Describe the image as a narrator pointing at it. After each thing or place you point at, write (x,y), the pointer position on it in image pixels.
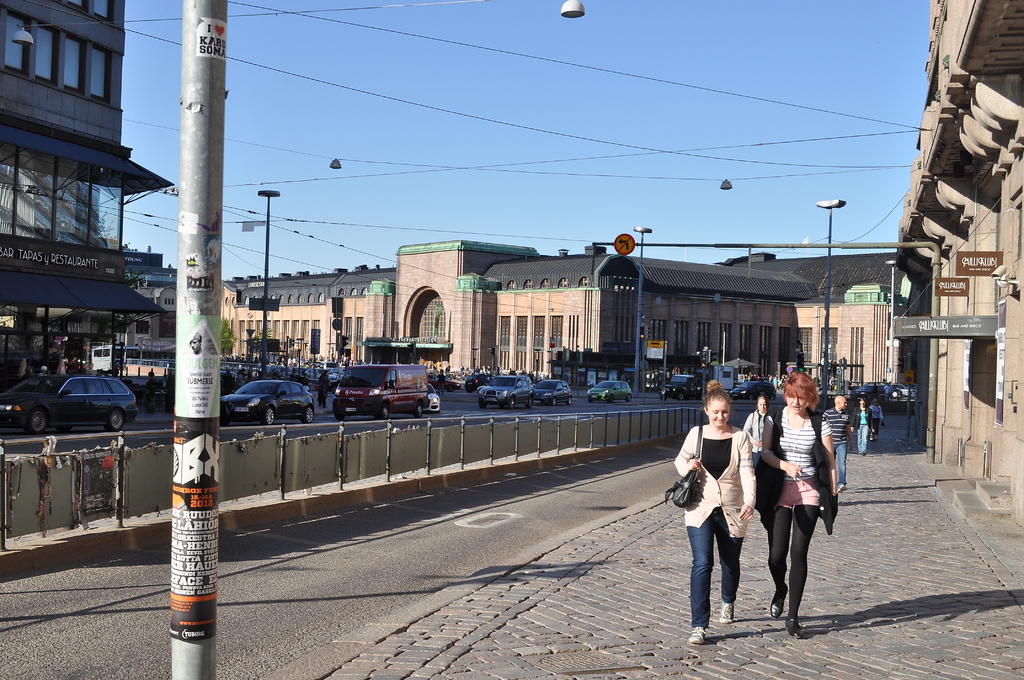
On the right (1022,152) there are buildings (962,310), boards (903,328), poles (869,243), people (818,482) and footpath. On the left (95,222) there are buildings (162,274), poles (197,475), railing (315,470), cars (83,394) and road (271,669). In the middle of the picture (452,279) there are buildings (608,369), vehicles (358,388), plants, and poles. At the top (471,85) there cables (614,144) and sky (355,121).
